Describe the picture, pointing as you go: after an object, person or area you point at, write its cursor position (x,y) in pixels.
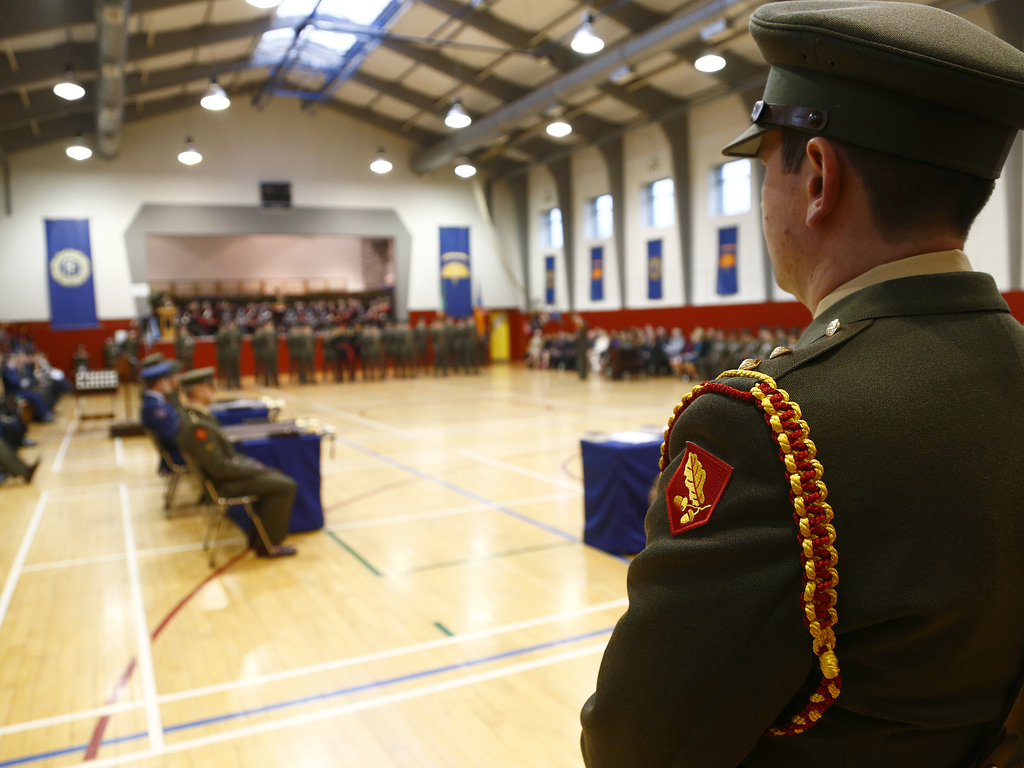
There is hall (381,552) with wooden floor (365,482) and the rooftop (164,76) with lamps (712,67). It seems military meeting is going there. On the right side (874,314) one soldier (860,432) standing and the left (260,490) and right side (703,369) people (172,432) are sitting. In the background (301,363) some people (337,363) are standing and we can see blue color banners (652,256) on the wall (419,282).
